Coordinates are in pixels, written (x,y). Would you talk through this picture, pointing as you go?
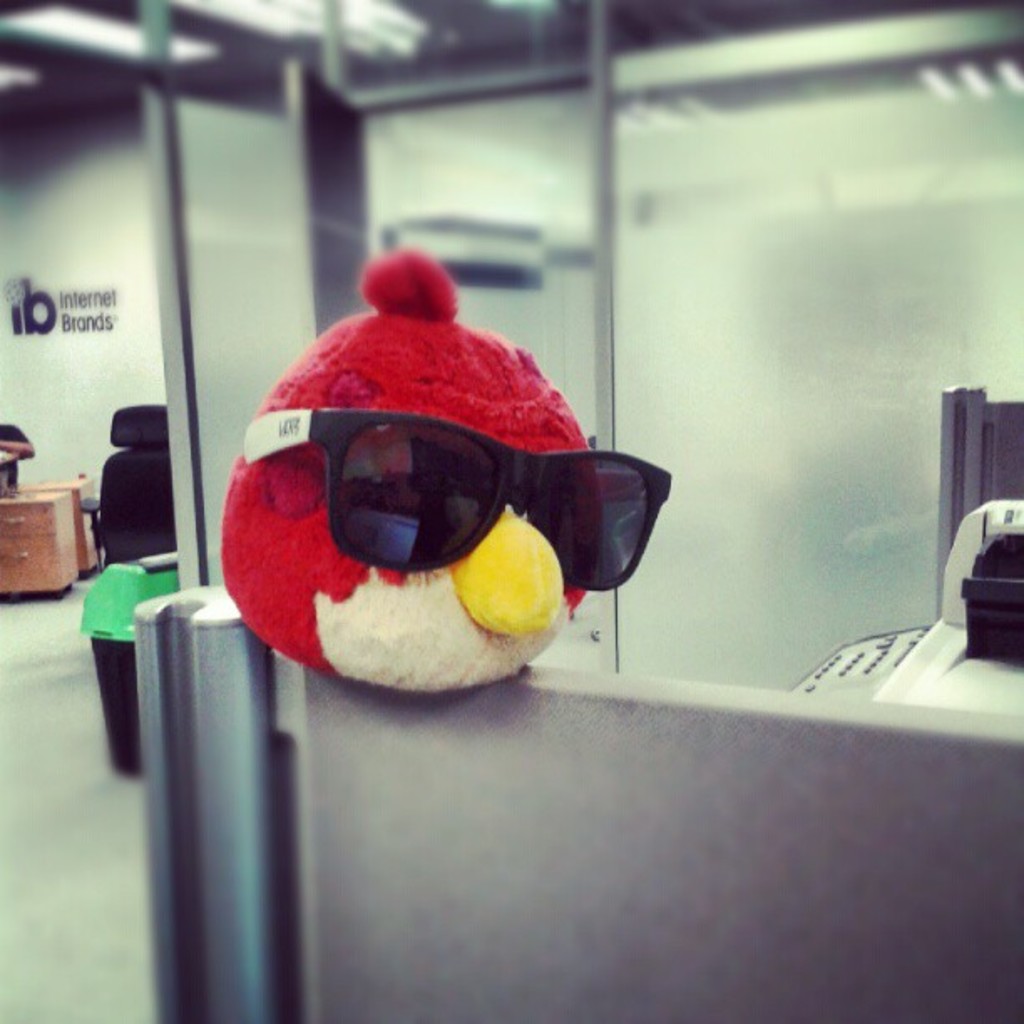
In the center of the picture (520,658) there is an angry bird toy (532,650) with spectacles (449,468) on it. On the right (905,665) there is a xerox machine (934,651) and a cabin (629,842). In the center of the picture (667,363) there is a glass window (532,130). On the left (122,464) there are desk (40,502), chair (126,505), dustbin (117,651) and wall (117,302). At the top (76,27) there are lights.
